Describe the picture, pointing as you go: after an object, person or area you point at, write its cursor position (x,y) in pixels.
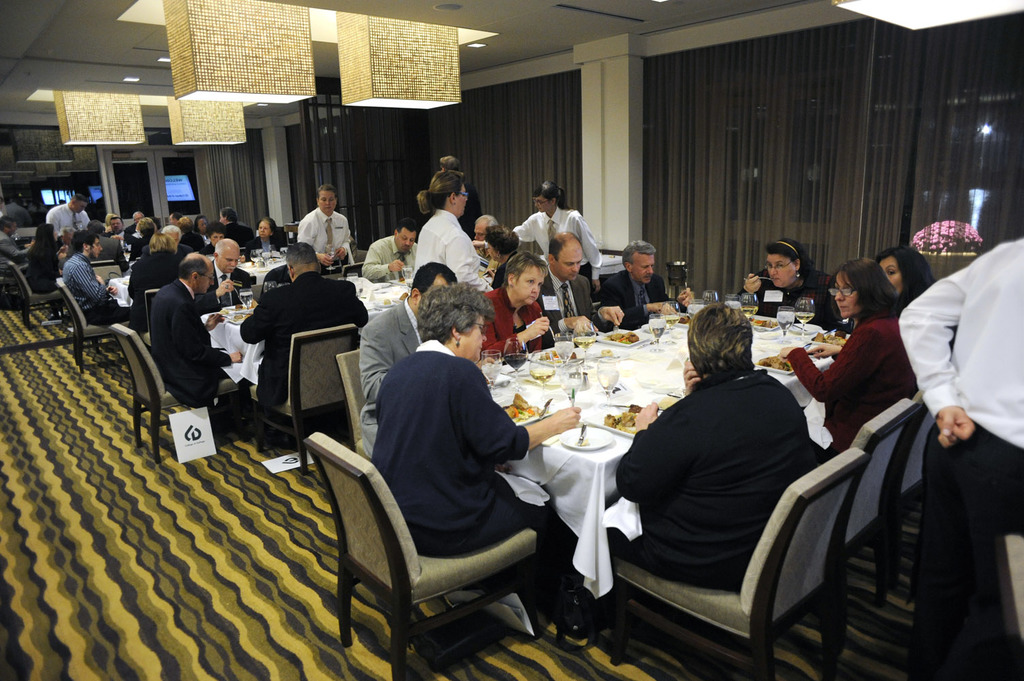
IN this picture we can see decorative ceiling lights (353,89). We can see few persons (432,197) standing and few sitting on chairs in front of a table (629,379) and having food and on the table (561,376) we can see white clothes (607,461), glasses (749,318), plates (768,322) of food (532,410). This is a floor (120,572).
